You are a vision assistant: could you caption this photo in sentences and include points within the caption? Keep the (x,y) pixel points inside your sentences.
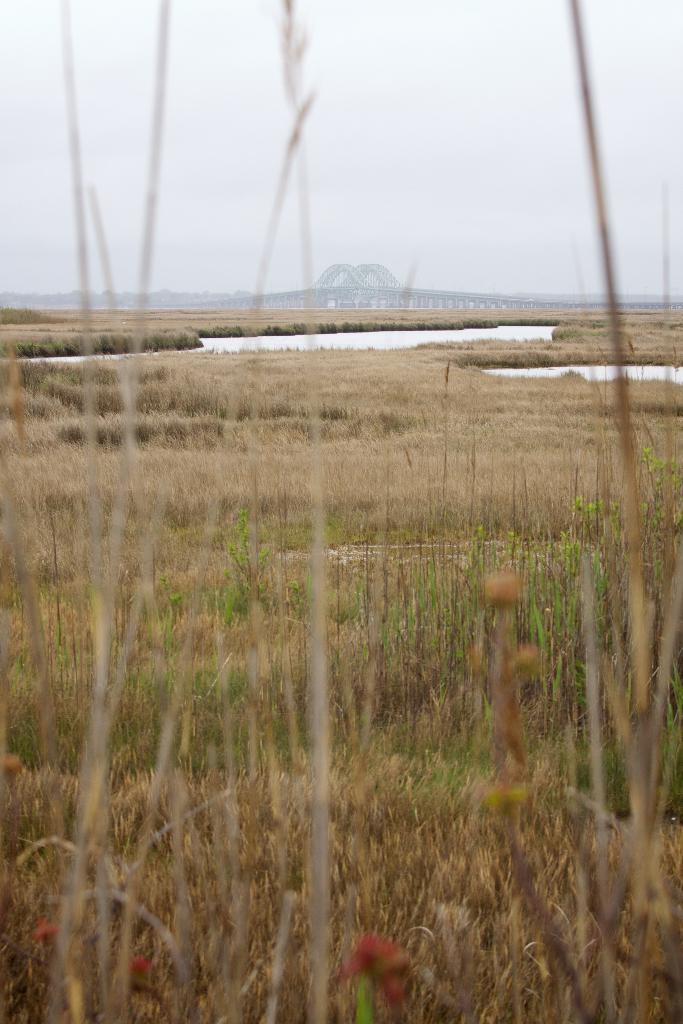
In this image there is dry grass (305,632) in the front (283,749) in the background (215,290), there is a bridge (351,298) and the sky (386,224) is cloudy.
